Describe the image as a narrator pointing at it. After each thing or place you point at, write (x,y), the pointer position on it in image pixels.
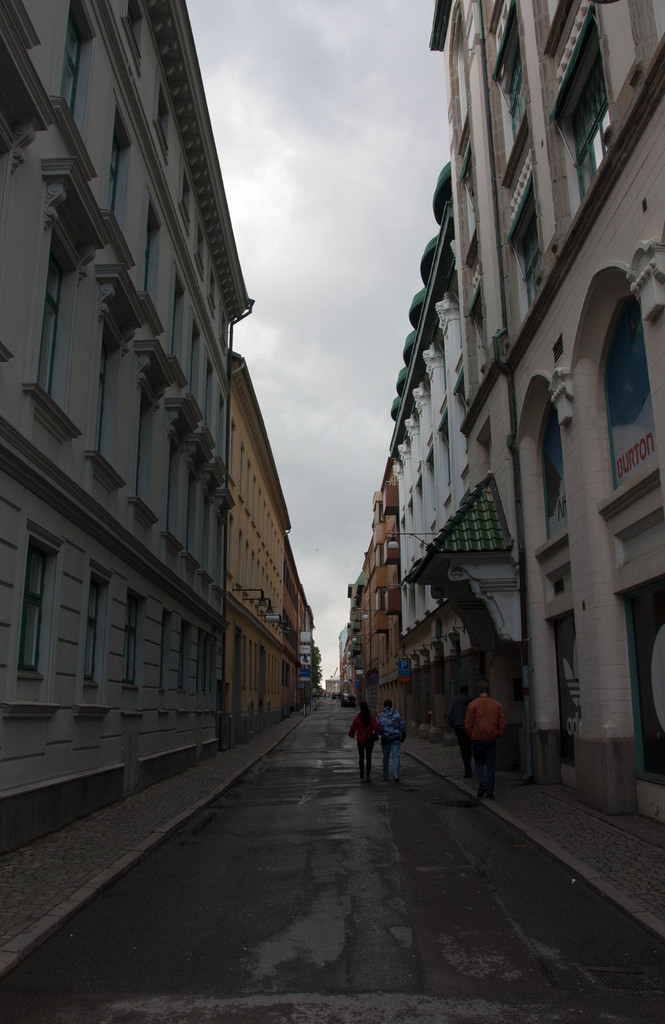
This picture is clicked outside. In the foreground (483,749) we can see the group of people (399,737) seems to be walking on the ground (407,782). On both the sides we can see the buildings (41,470) and we can see the text (637,456) on the banners (635,433) and we can see the lamps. In the background (433,652) we can see the sky (325,535), buildings (363,655), vehicle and some other objects (314,677).
